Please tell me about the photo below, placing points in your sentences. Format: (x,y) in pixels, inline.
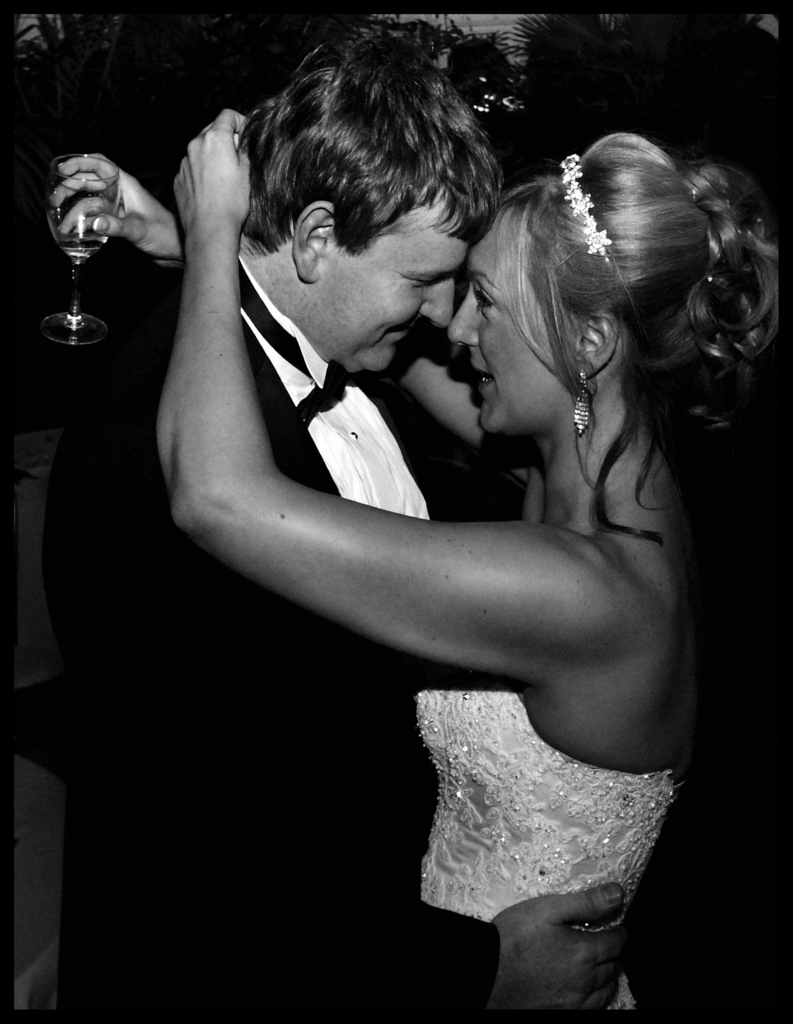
In this image there is a man (426,513) and woman (523,523) hugging each other and smiling and a woman (530,569) holding a glass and there is a dark back ground (596,56).
